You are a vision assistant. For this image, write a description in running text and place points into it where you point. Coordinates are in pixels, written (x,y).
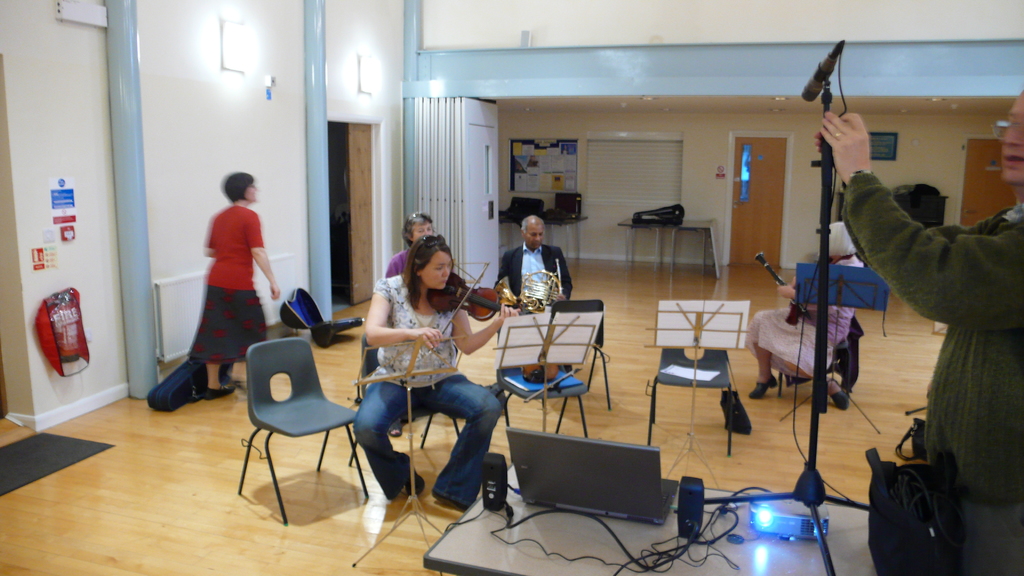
In this picture there is a woman (447,342) sitting on the chair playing violin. There is a paper (555,349) and stand (545,358). There is a man (522,235) and women (417,230) who are sitting on the chair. There is a person (943,253) holding a mic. There is a woman (244,293) standing. There are two guitar boxes (159,394) on the floor (111,450). There is a doormat (49,446), red object (68,323). There is a table (681,226). There is a board (551,170) and many papers (551,170) on it. There is a door (772,191).
